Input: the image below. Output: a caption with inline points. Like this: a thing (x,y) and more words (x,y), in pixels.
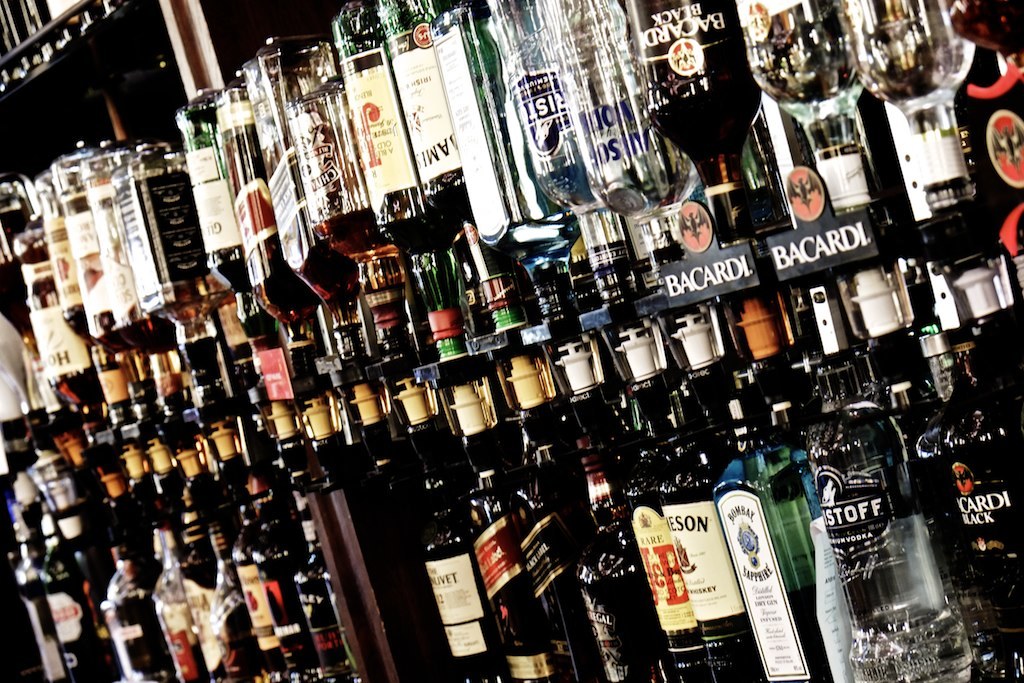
In this image, we can see so many bottles (337,109) that are filled with liquid (426,550). In the middle (647,356), we can see some wooden pieces (321,525).
